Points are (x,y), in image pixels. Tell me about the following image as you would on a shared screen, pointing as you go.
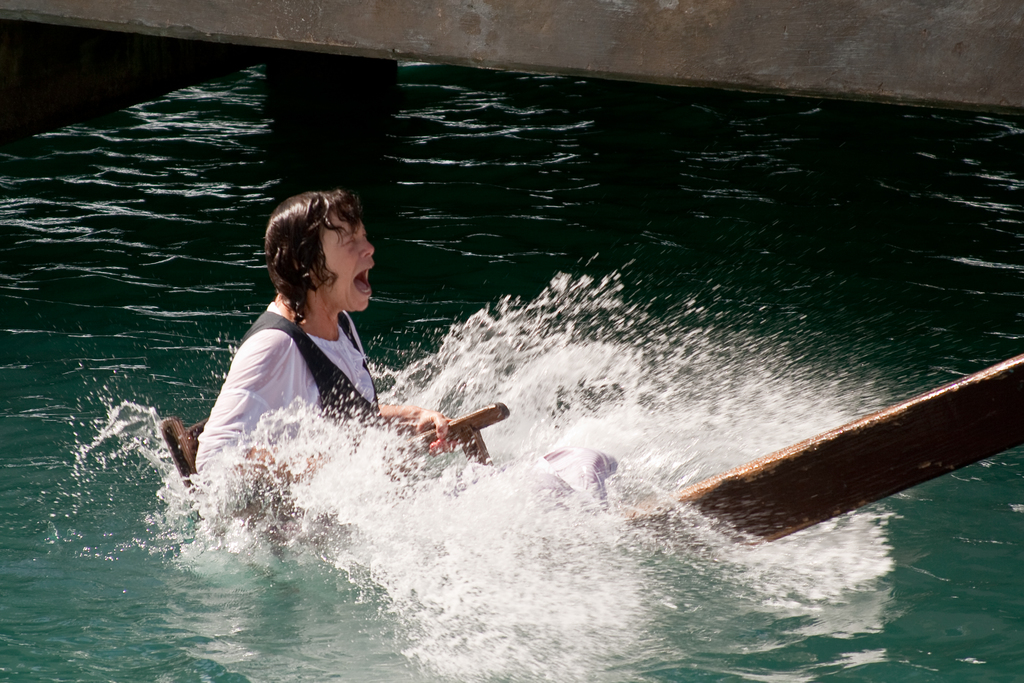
Here I can see a person (297,363) in the water (240,567). This person (251,453) is holding a wooden object (457,434) and it seems like shouting. At the top (730,48) there is a wall (645,35).
